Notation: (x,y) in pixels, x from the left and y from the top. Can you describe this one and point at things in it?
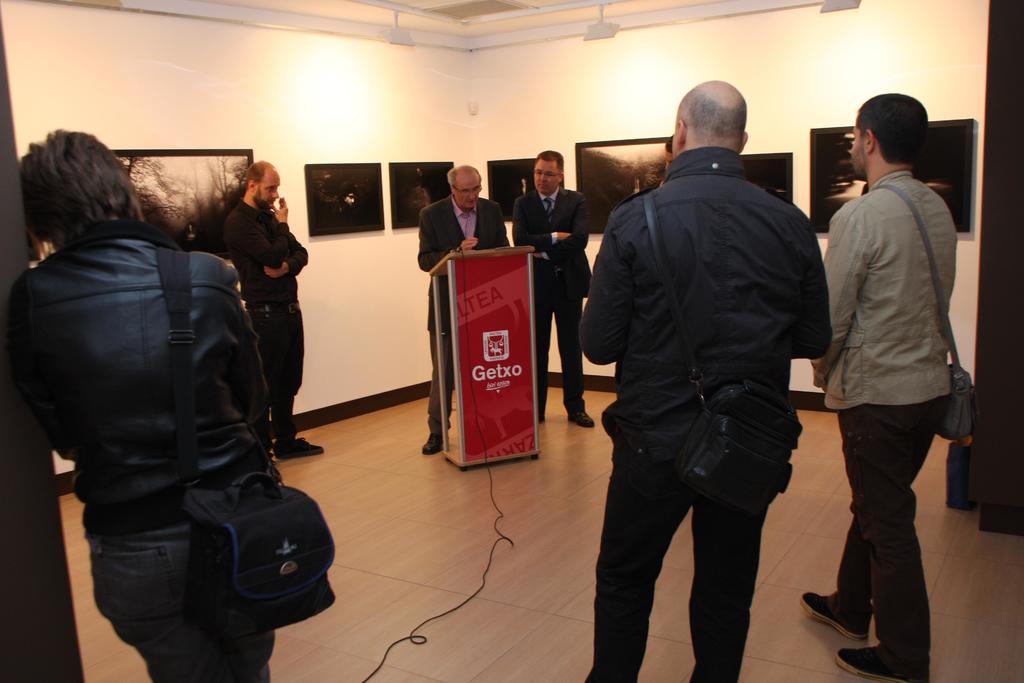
In this image, we can see persons (581,233) standing and wearing clothes (274,338). There is a person (429,244) in the middle of the image (447,359) standing in front of the podium (507,280). There are photo frames (923,154) on the wall (456,117). There are three persons (731,291) wearing bags (177,386).
